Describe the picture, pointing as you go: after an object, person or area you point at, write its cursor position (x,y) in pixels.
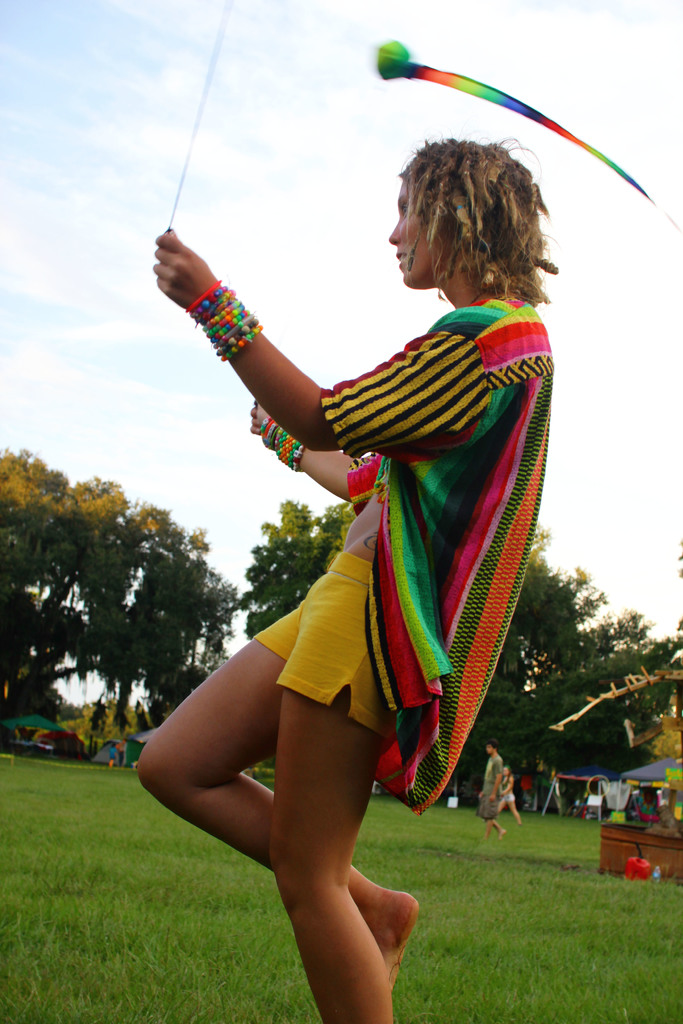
In this image there is a woman (379,740) standing on one leg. She is holding an object (177,197) in her hand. There is grass (150,931) on the ground (503,911). Behind her there are table umbrella (597,769), chairs (596,815) and a few people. In the background (584,658) there are trees (141,547). At the top (124,176) there is the sky (194,164).
